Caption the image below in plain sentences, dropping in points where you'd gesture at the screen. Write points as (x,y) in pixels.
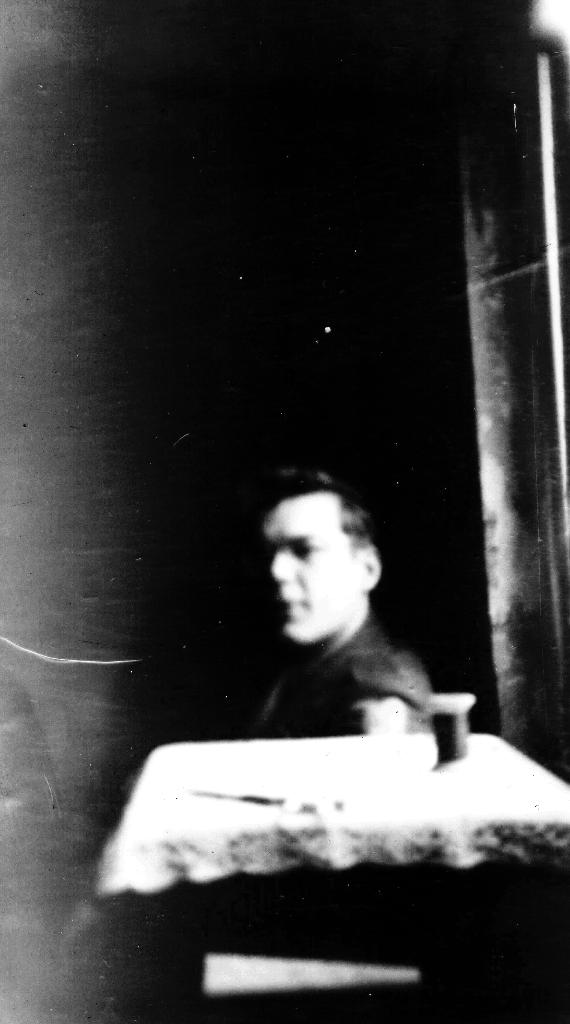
This is the picture of a person (355,642) who is beside the table (328,766) on which there is a thing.
